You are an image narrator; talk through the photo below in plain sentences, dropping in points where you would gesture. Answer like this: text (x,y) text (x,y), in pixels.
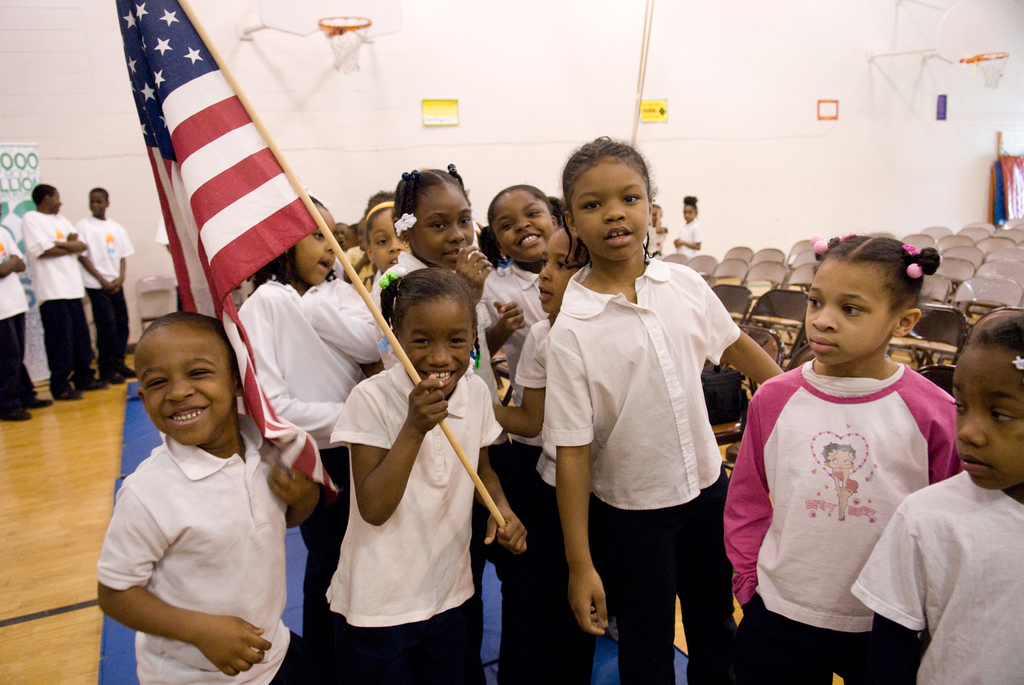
There is a girl (482,384), by holding a flag (307,194) in her hands (441,391) and children (325,256) in the center of the image (431,284). There are people (64,326), chairs (746,310), posters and baskets (356,62) to the wall (915,131) in the background area (912,120), it seems like an object (1000,184) on the right side (1005,217).
